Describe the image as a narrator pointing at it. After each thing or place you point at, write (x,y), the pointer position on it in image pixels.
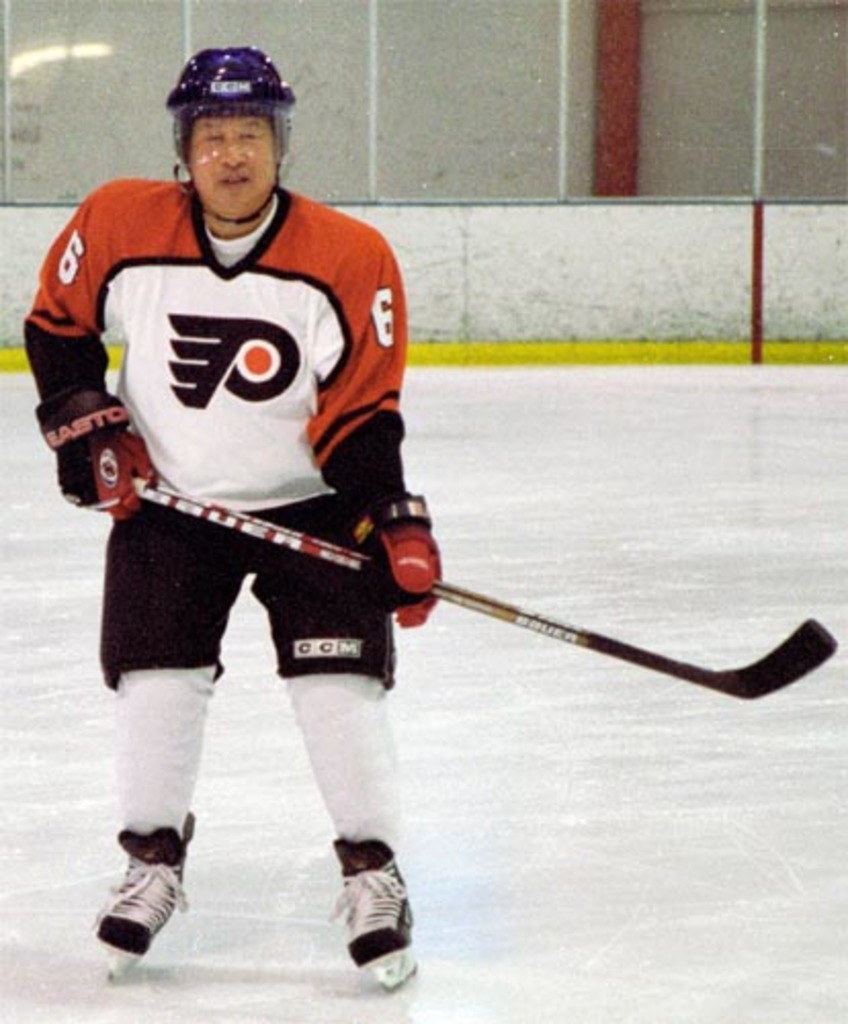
In this image I can see the person (265,309) and the person (189,780) is wearing white, orange and black color dress (277,306) and holding the hockey stick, background (690,303) I can see the wall (607,246) in white color.
